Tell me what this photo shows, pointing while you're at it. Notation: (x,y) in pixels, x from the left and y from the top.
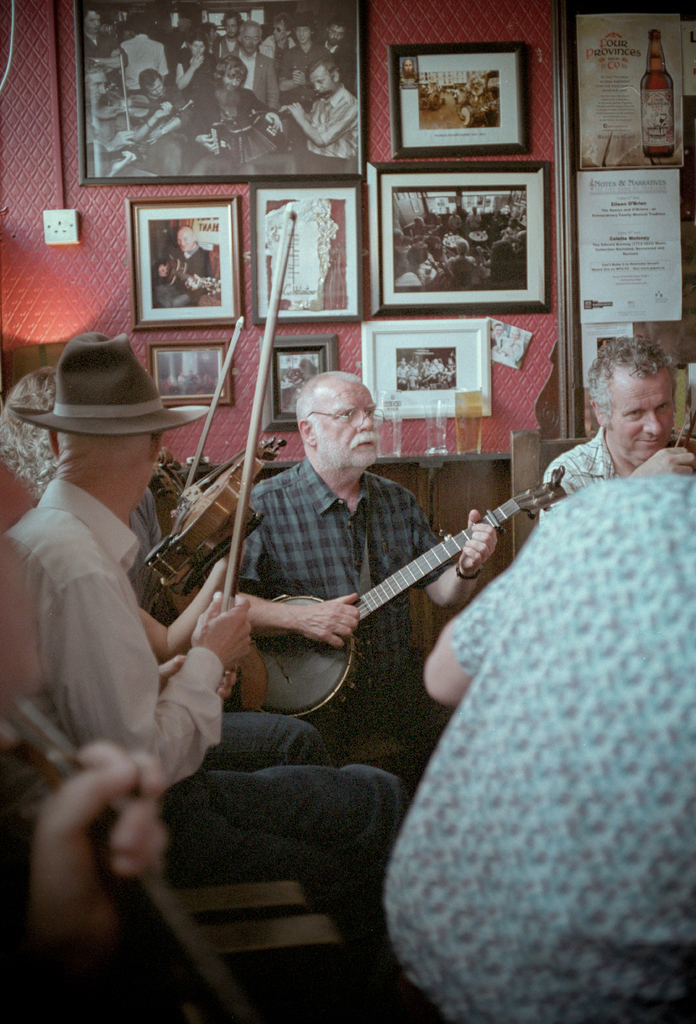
There are some persons (363,538) sitting and playing musical instruments (374,588). On the left (83,618) end a person (96,618) wearing a white shirt (88,568) is wearing a cap (98,375). In the background (111,243) there is a red wall (82,246). On the wall (85,244) there is socket (61,219) and photo frames (368,183). There is a table (454,463) and on the table (457,455) there are glasses (440,421).
